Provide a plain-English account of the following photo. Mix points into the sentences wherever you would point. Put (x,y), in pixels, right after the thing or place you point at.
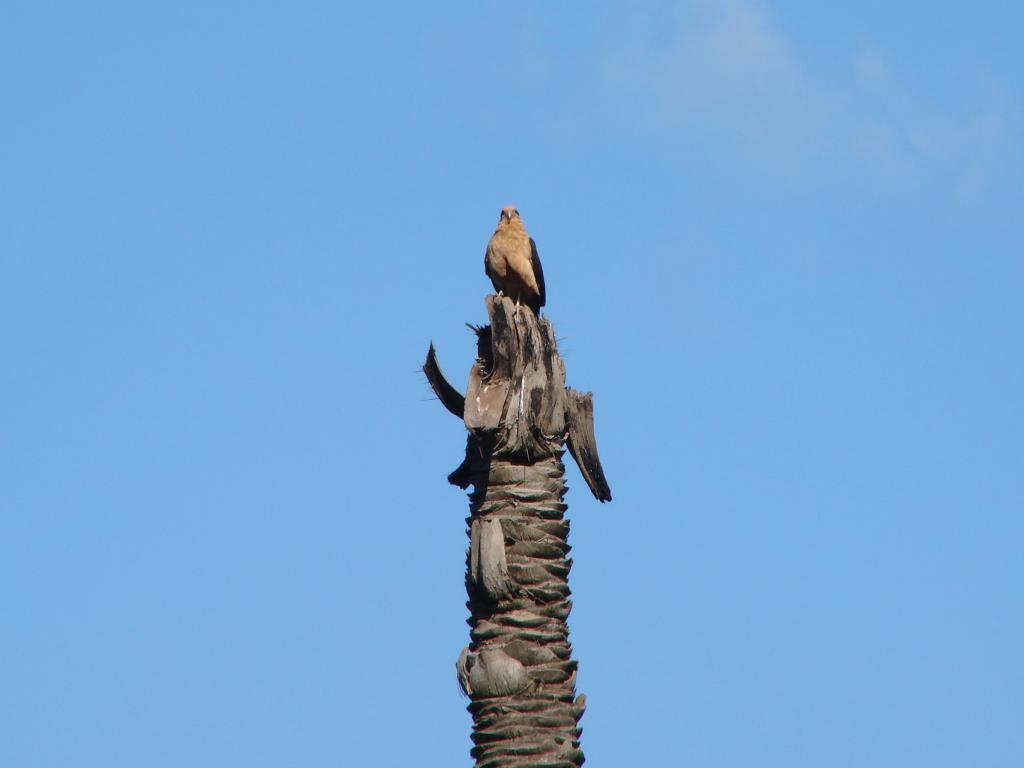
In the center of the picture (522,276) we can see a bird (522,255) on the trunk (512,452) of a tree (512,465). In the background (165,407) it is sky (693,336).
